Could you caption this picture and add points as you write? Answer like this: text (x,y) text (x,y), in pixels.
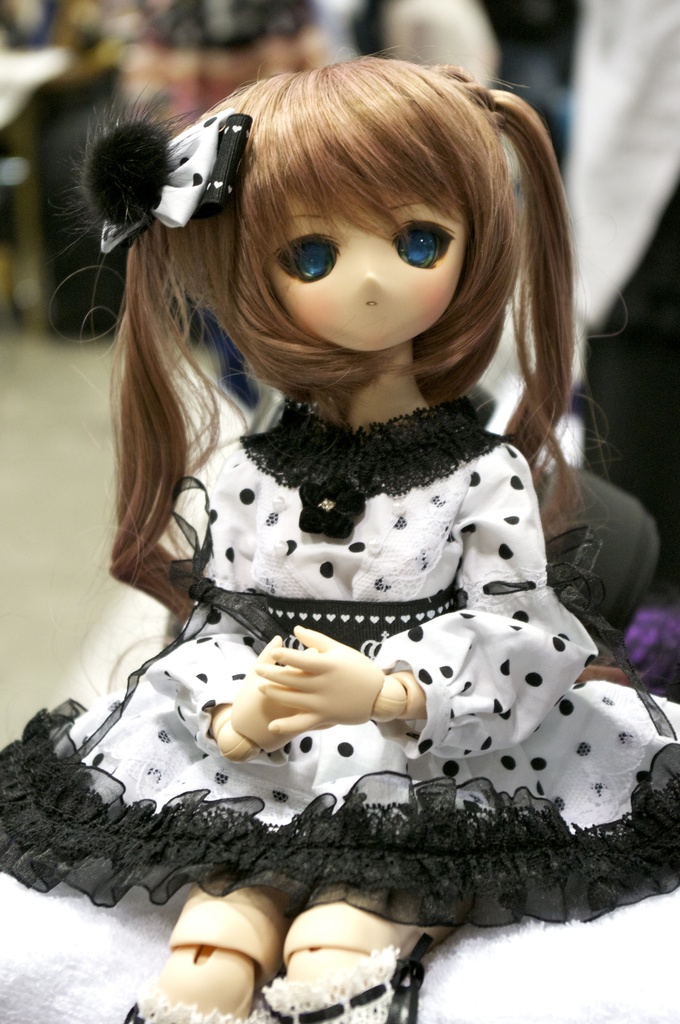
In this picture we can see a doll (294,736) in the dress (320,582). Behind the doll (282,507) there are some blurred objects (201,77).
